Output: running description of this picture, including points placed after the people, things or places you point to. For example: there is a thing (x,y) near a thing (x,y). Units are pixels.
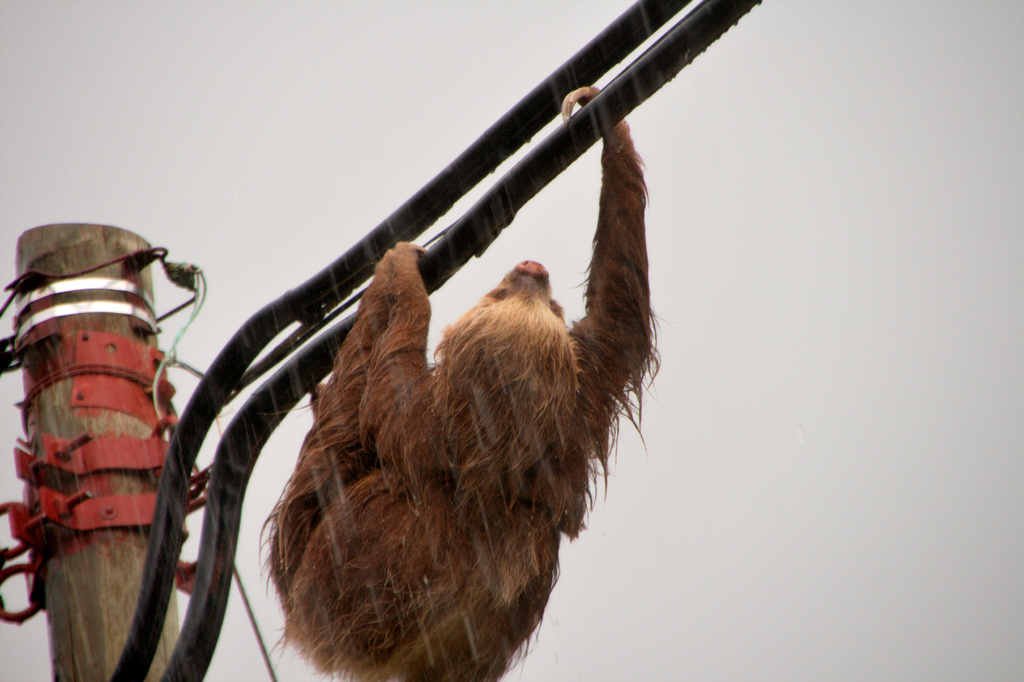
In this image in the center (383,250) there is some cables (432,272) and one animal (371,323) is hanging, and on the left side (116,368) there is one pole (85,349) and some bolts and there is a white background.
